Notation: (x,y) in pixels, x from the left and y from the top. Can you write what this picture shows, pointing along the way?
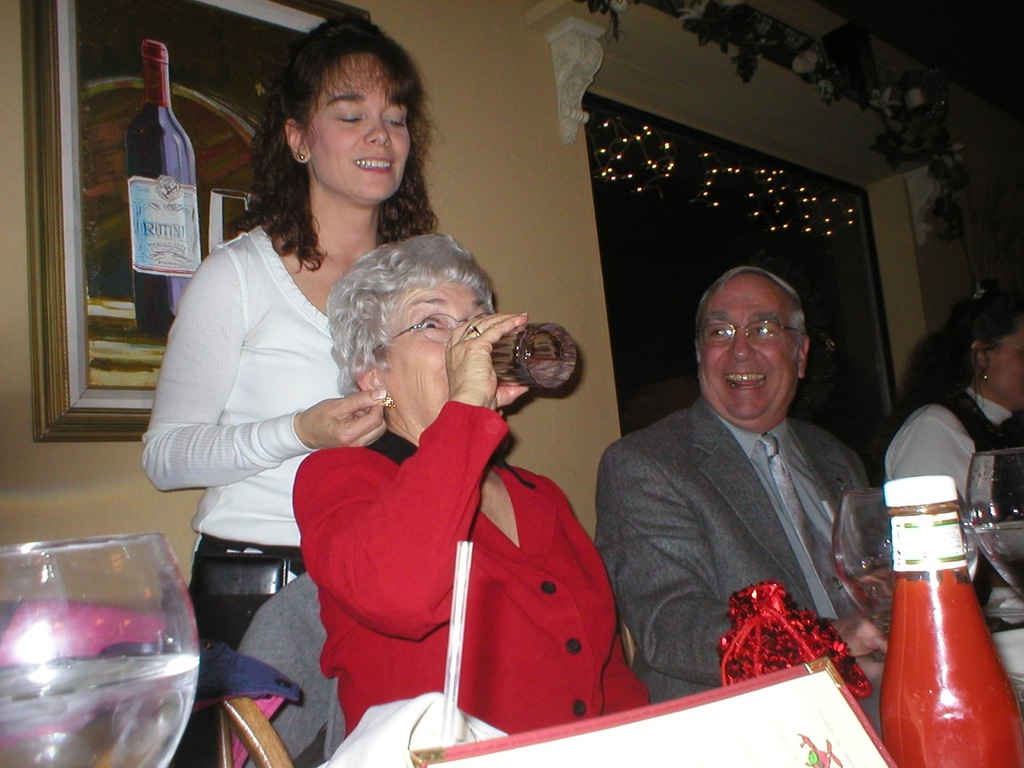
A picture (72,239) on wall (131,462). This woman (265,459) is standing back side of this woman (424,606). This woman (515,552) is drinking a water (525,351). This 3 persons (564,566) are sitting on a chair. On this table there is a bottle (920,684), gift wrap (793,618) and glass (133,651).
